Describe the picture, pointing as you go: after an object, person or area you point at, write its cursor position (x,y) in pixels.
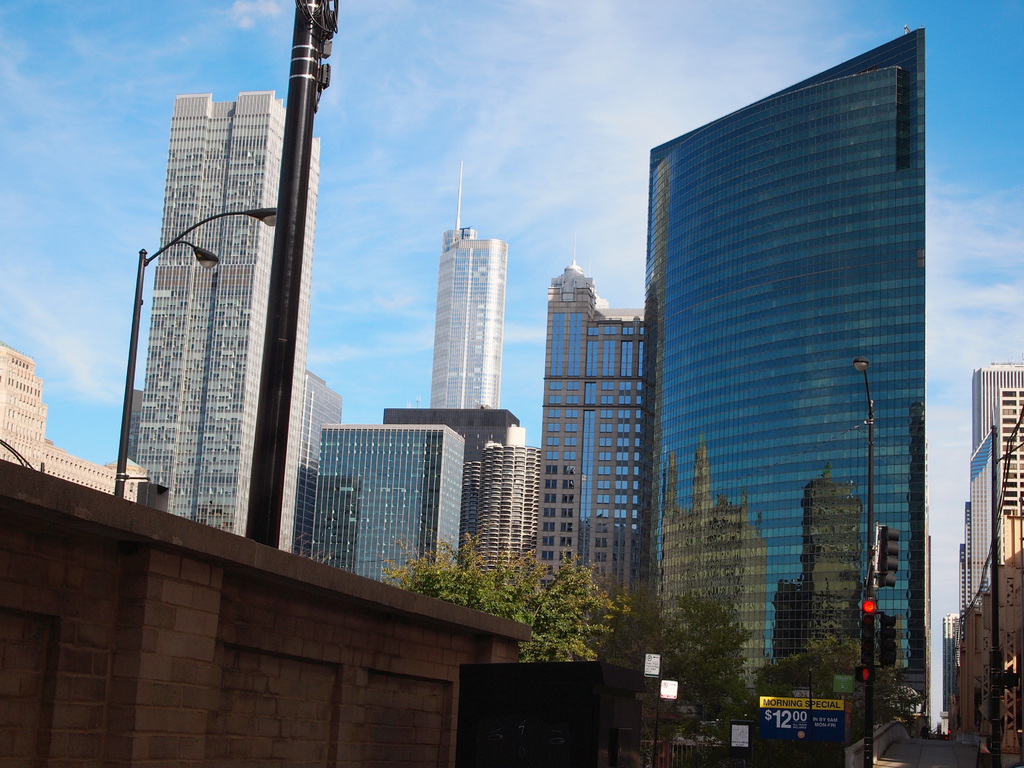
In this picture I can see there is a road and there are poles (277,510) with traffic lights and there are trees (809,762) and buildings (654,501) and they have glass windows (660,437), there is a wall (308,743) into left and the sky (81,417) is clear.
